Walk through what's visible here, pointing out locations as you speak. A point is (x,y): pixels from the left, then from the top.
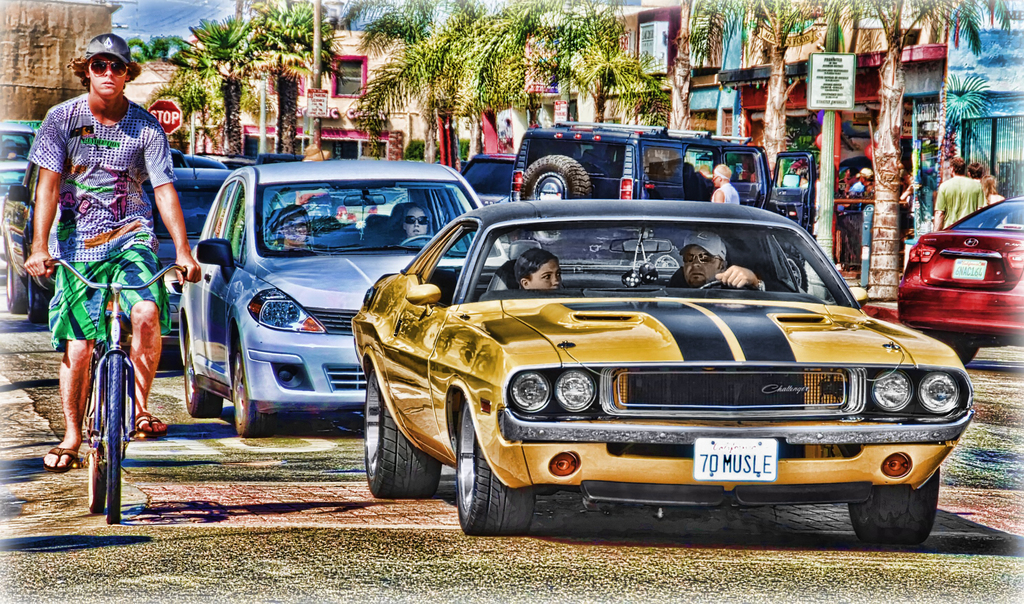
In this picture there is a man (70,386) riding a bicycle (109,361). There are some cars (488,268), persons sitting in it. There is a number plate (746,458) on the car (830,399). There are some trees (426,56) and buildings (871,90) at the background (359,9).
